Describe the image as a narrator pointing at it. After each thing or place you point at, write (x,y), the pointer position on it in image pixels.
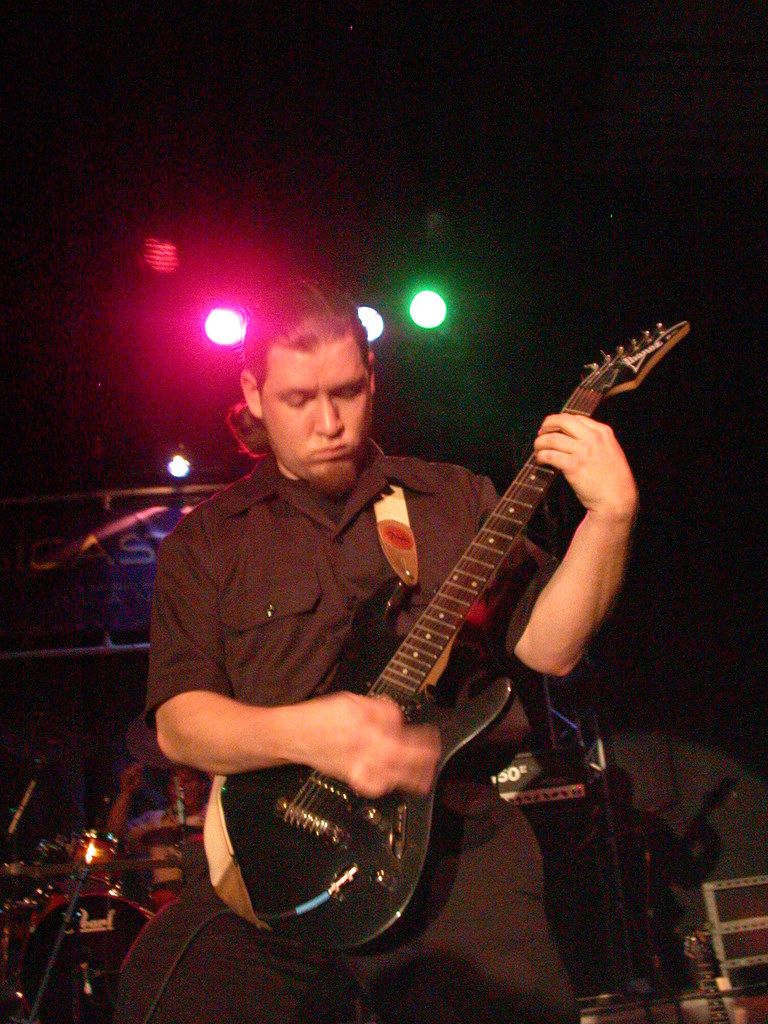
In this image there is a person (266,677) wearing black color dress (329,615) playing guitar (339,657) and at the background of the image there are some lights (435,305).
